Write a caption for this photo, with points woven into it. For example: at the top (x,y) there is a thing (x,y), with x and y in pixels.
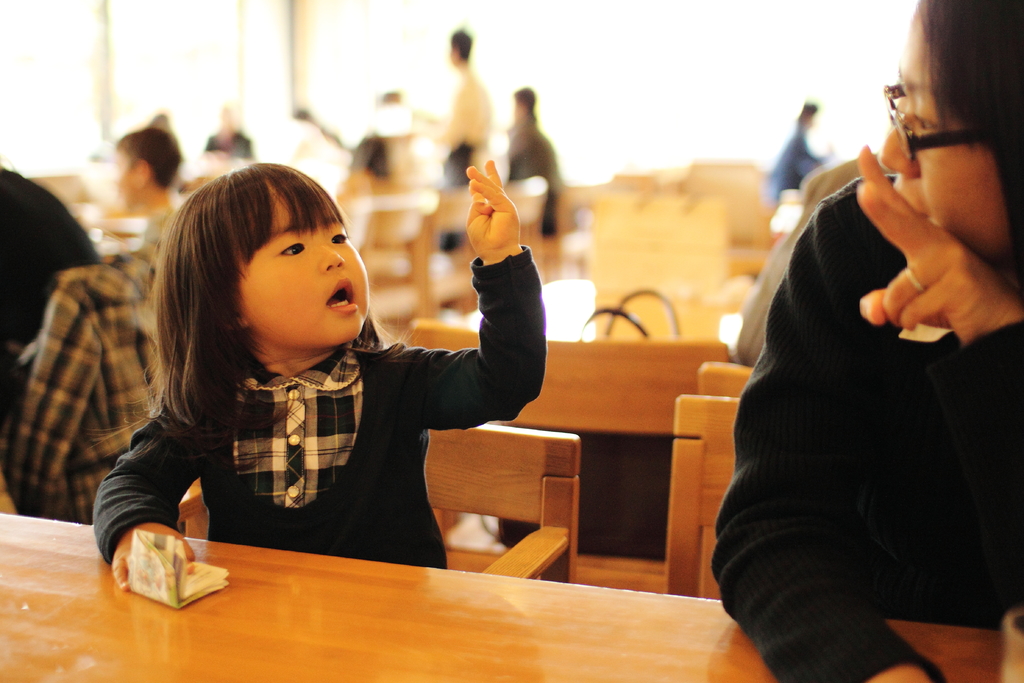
In the picture we can find a set of people (520,330) sitting on a chairs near the table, in background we can see a pillars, chairs (383,225) and tables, One girl (508,324) is wearing a black sweater (489,328).
